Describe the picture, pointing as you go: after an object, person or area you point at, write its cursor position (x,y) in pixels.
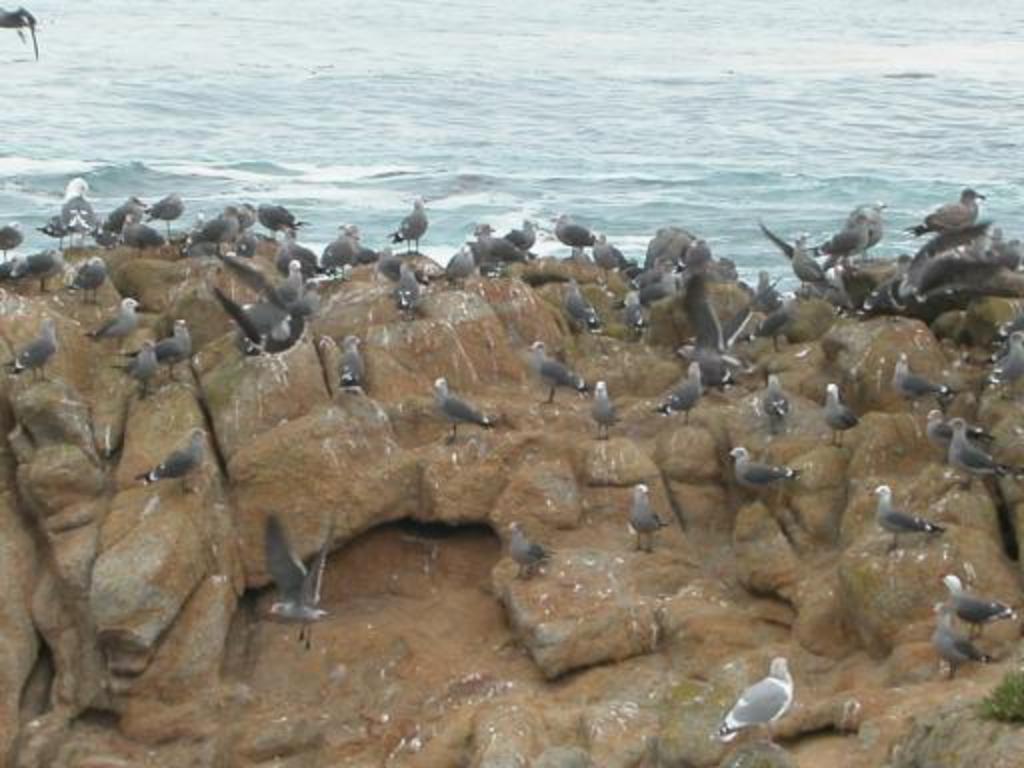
In this image, there are some birds (838,277) on the rock (227,654) which is in front of the sea (708,53).
